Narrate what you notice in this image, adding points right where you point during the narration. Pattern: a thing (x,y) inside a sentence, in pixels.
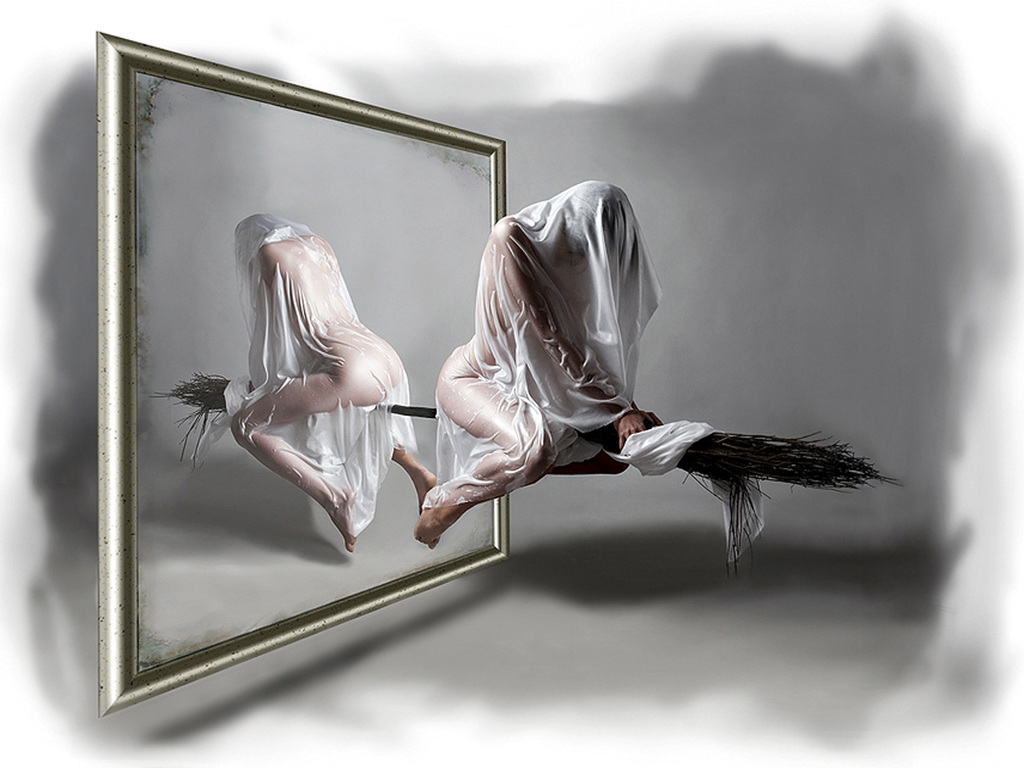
In this image I can see a person (523,286) sitting on the broomstick (804,468). The person (583,303) is wearing white color cloth (502,280), background I can see a frame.
